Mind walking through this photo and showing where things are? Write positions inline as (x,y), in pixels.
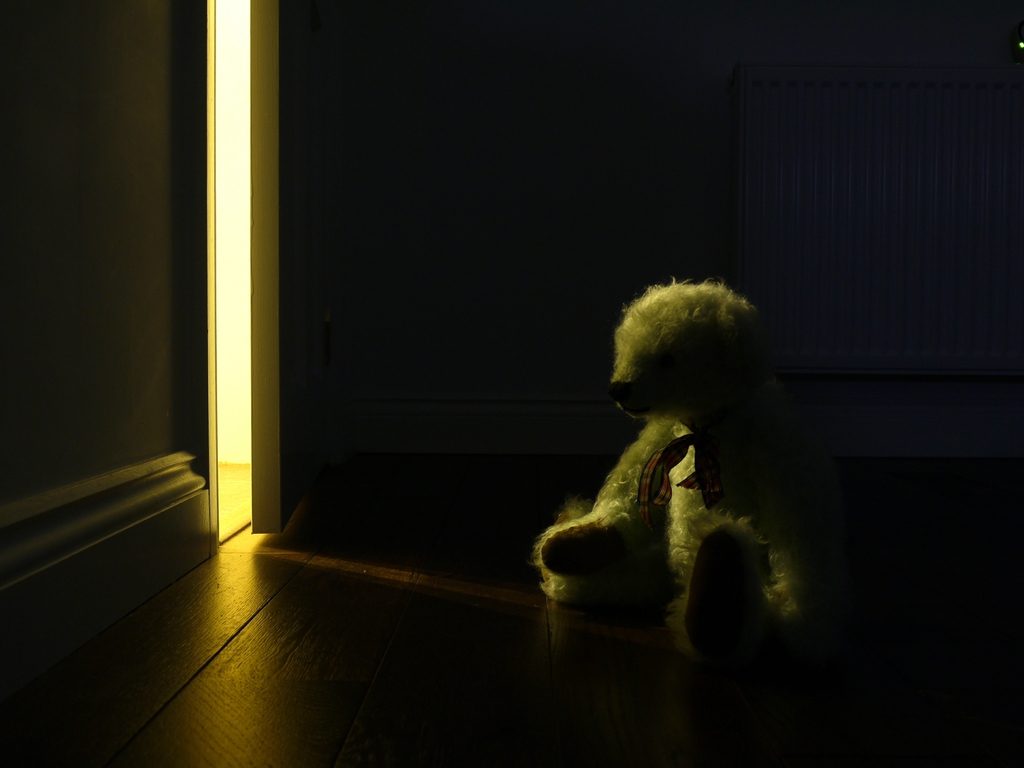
In this image I can see a white color doll (667,473) on the brown color floor (423,641). In front I can see a wall (73,158) and door (284,241).
